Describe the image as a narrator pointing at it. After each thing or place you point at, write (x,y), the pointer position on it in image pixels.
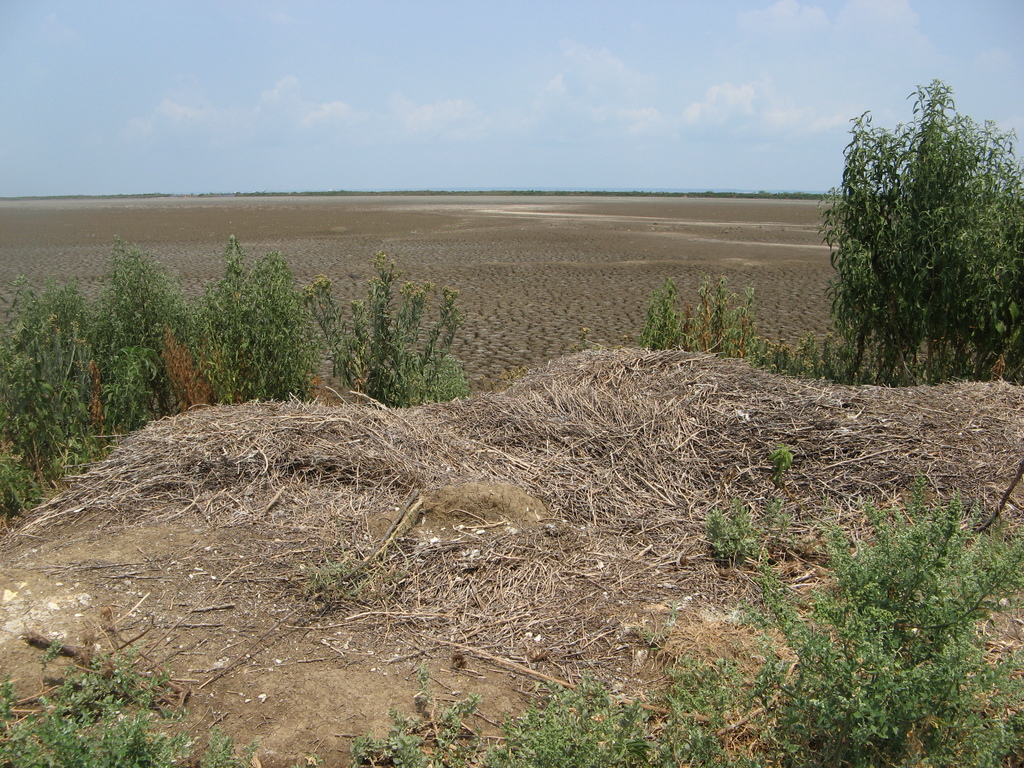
In this picture we can see plants (862,611), wooden sticks (560,443), ground (464,265) and in the background (433,105) we can see the sky (408,105).
